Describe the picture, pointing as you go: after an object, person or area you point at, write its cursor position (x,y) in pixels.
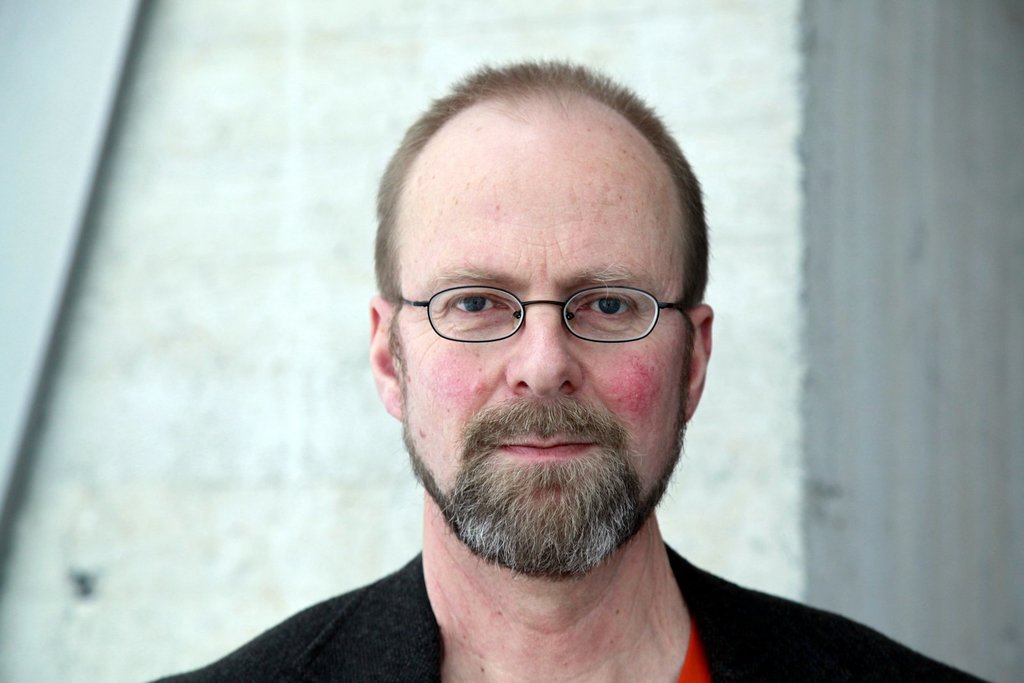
A man (496,486) is wearing black color clothes (807,645) and glasses (507,296), this is white color wall (345,259).
